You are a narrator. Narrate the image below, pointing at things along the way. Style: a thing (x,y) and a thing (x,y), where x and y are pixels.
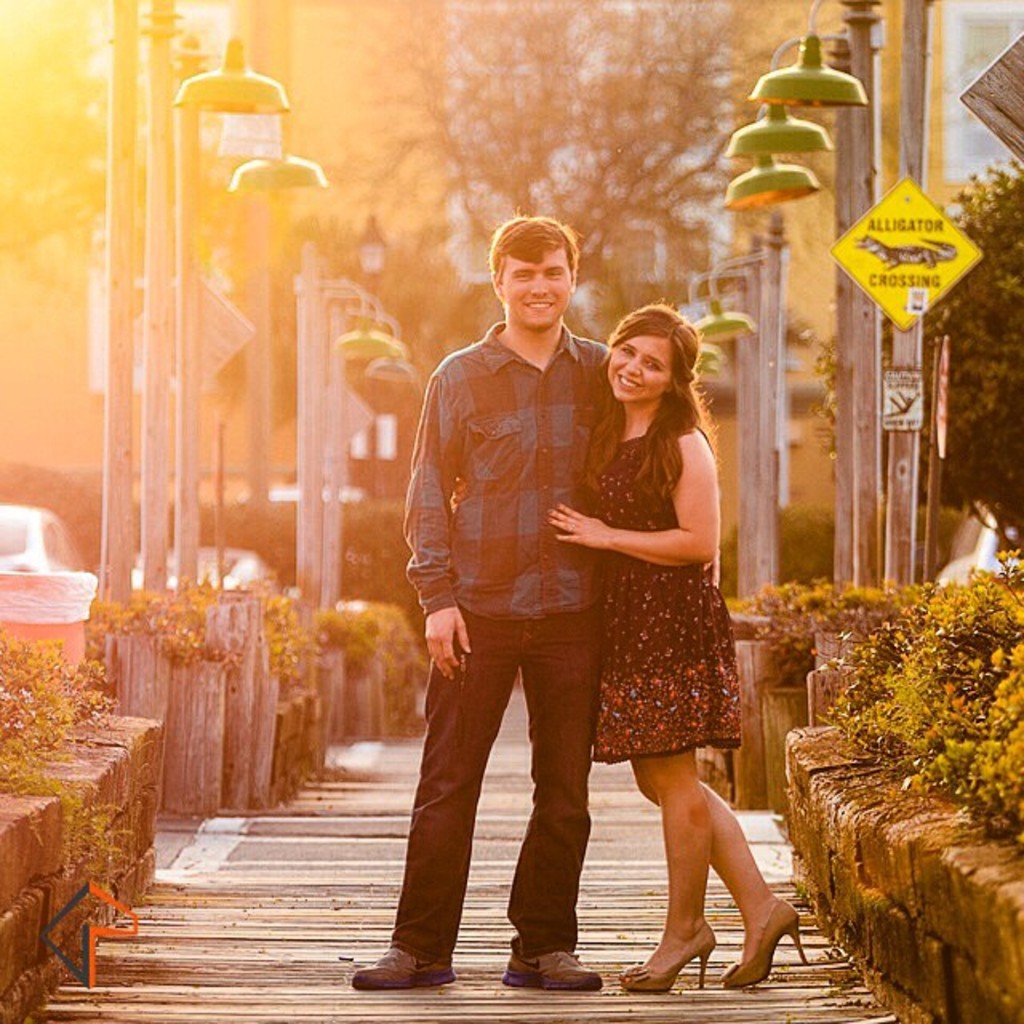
In this image I can see two people (540,664) standing. These people (489,622) are wearing the different color dresses (533,648). To the side of these people (435,757) I can see plants (18,669) and many light poles (339,337). I can also see the board (891,308) to the right (905,313). In the background (495,129) there are many trees (447,132). And to the left (15,546) I can see the vehicles (11,562).
